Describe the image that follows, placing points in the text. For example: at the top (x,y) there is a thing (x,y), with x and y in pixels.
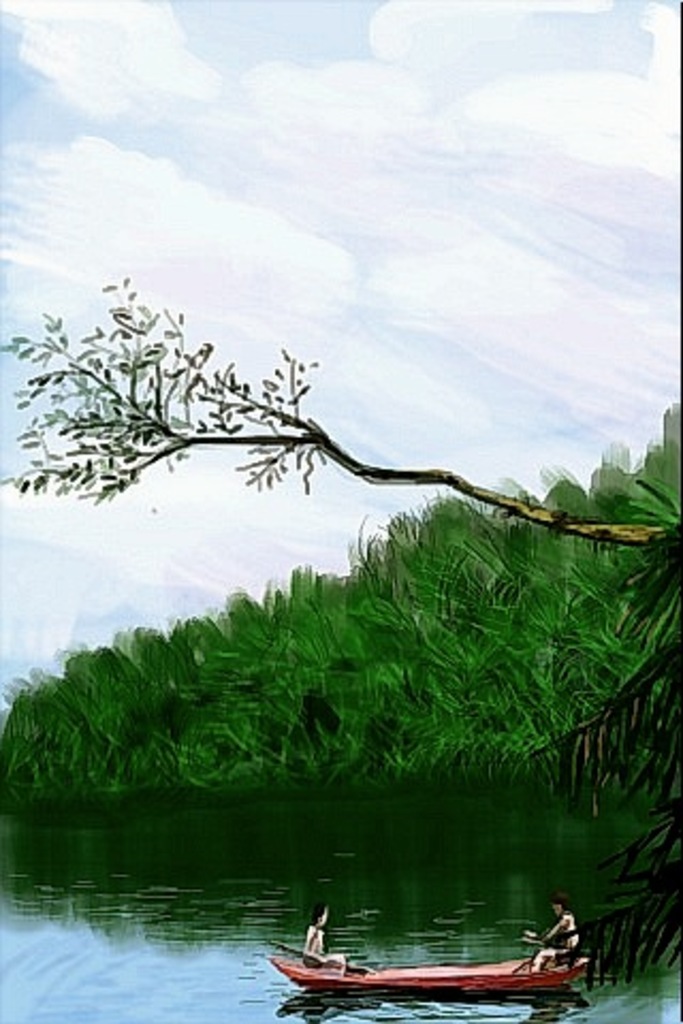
This is a painting. Here we can see two persons (316,919) on the boat (367,975). This is water (174,914) and there are trees (55,382). In the background (424,291) there is sky (527,247) with clouds (462,237).
